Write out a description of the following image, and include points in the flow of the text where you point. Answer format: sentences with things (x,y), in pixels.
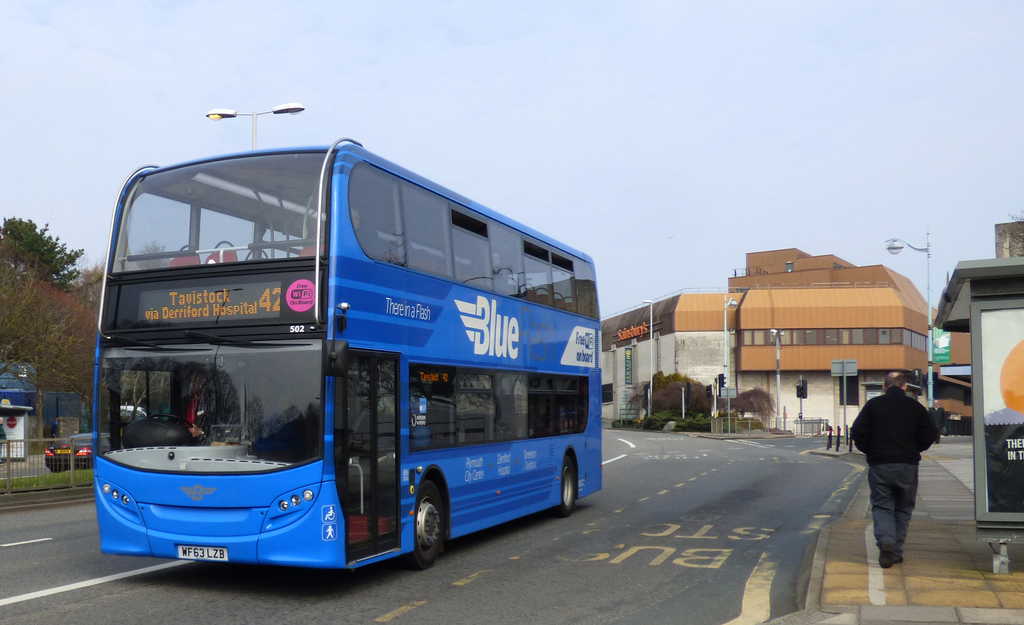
In this image in the center (407,411) there is a bus (478,409) which is blue in colour with some text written on it moving on the road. On the right side (897,449) there is a man (897,459) walking on the footpath (918,489) and there is a board (1005,442) with some text (1012,459) written on it. On the left side (27,462) there is a fence (33,467) and behind the fence (72,480) there is grass (58,485) and there is a car (67,467) which is black in colour and there are trees (46,313) and there is a wall (67,403). In the background (676,325) there is a building (741,370) and there are trees (672,395) and there is a board (628,336) with some text (642,334) written on it and the sky (760,100) is cloudy.
